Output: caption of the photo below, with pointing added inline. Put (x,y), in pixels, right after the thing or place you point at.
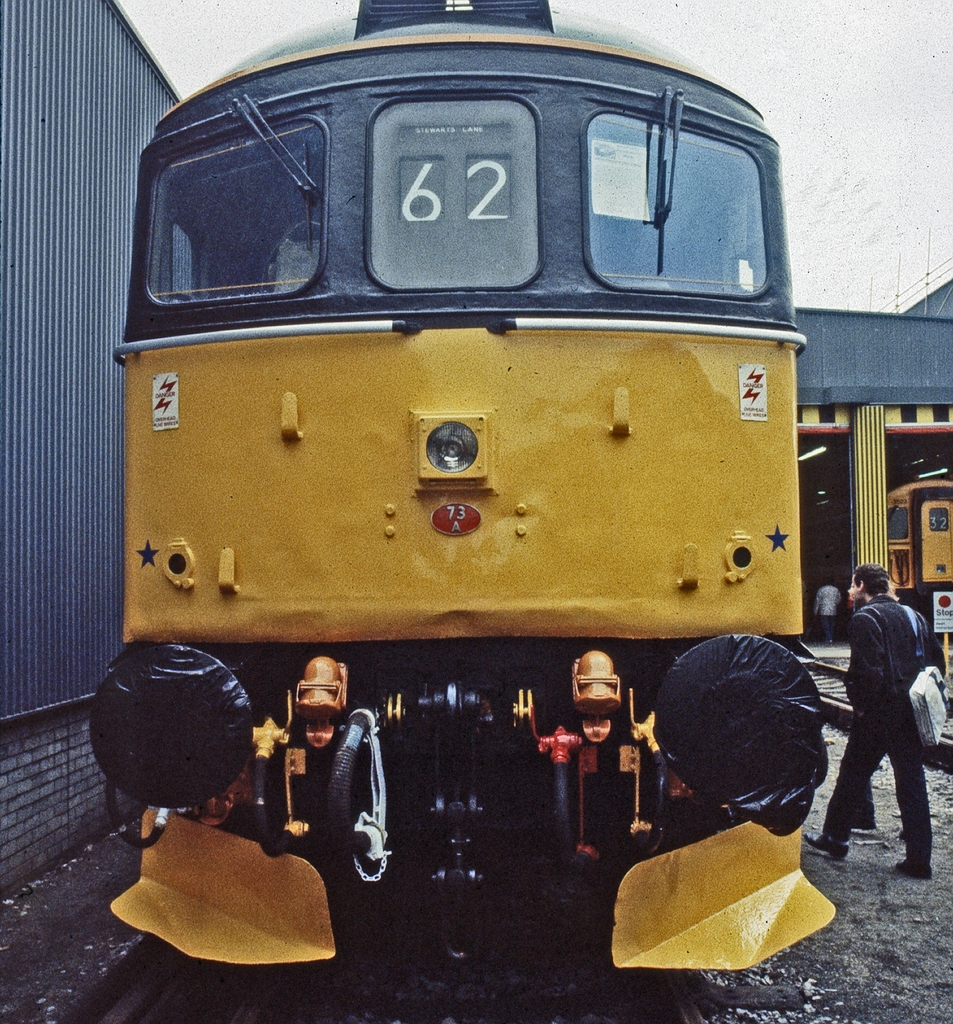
In this picture I can see trains (445,661) which are yellow in color on railway tracks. On the right side (877,694) I can see a person (889,743) is standing and carrying a bag (925,685). In the background (840,370) I can see a wall (16,355) and some other objects (876,553).
